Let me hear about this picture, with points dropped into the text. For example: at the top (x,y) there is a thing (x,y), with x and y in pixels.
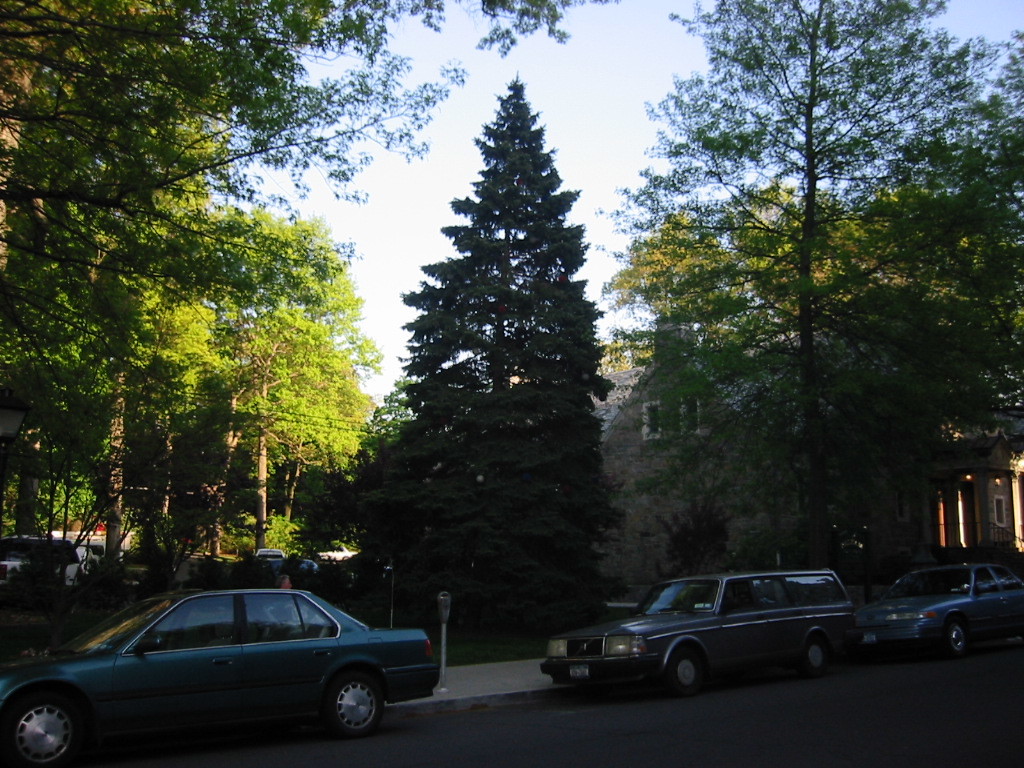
In this image there is the sky (550,56) towards the top of the image (594,21), there are trees (516,359), there is a building (955,501) towards the right of the image (722,483), there is a pole (444,648), there is an object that looks like a light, there is road (736,727) towards the bottom of the image (692,721), there are cars (713,663) on the road (883,702).
